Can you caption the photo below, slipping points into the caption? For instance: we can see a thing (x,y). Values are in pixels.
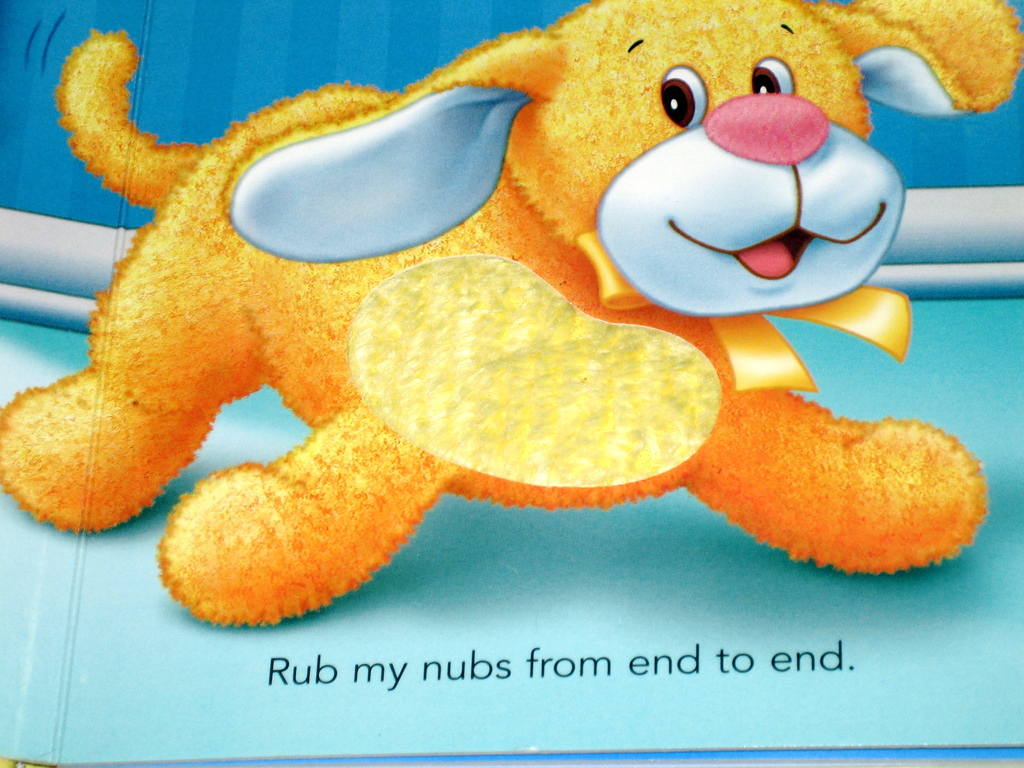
In this image I see the depiction of a dog (531,178) and I see something is written over here and I see the blue color surface (990,568) and white and blue color background (202,111).
